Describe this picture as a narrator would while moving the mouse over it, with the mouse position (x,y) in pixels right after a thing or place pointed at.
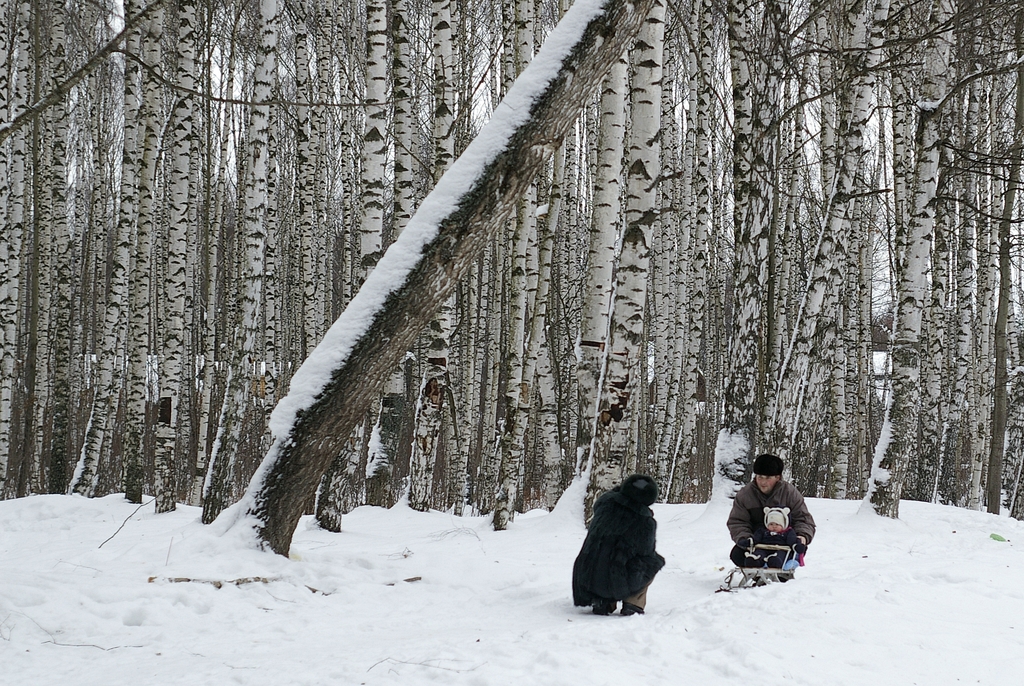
In the foreground (554,585) I can see three persons (582,598) on the snow (628,630). In the background (873,471) I can see tree trunks (392,242). This image is taken on the snow (382,520) during a day.
